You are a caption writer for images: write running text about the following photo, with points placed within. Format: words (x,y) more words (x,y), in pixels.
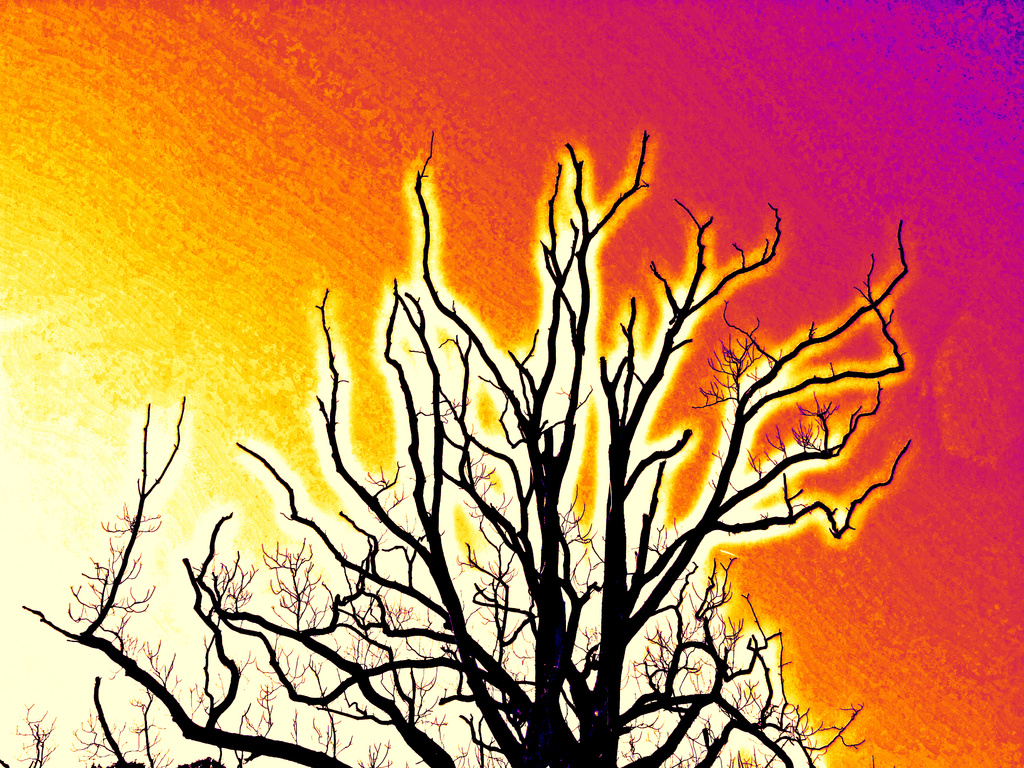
In this image we can see a painting (763,260) which includes a dry tree (441,458) and colorful background (888,121).
